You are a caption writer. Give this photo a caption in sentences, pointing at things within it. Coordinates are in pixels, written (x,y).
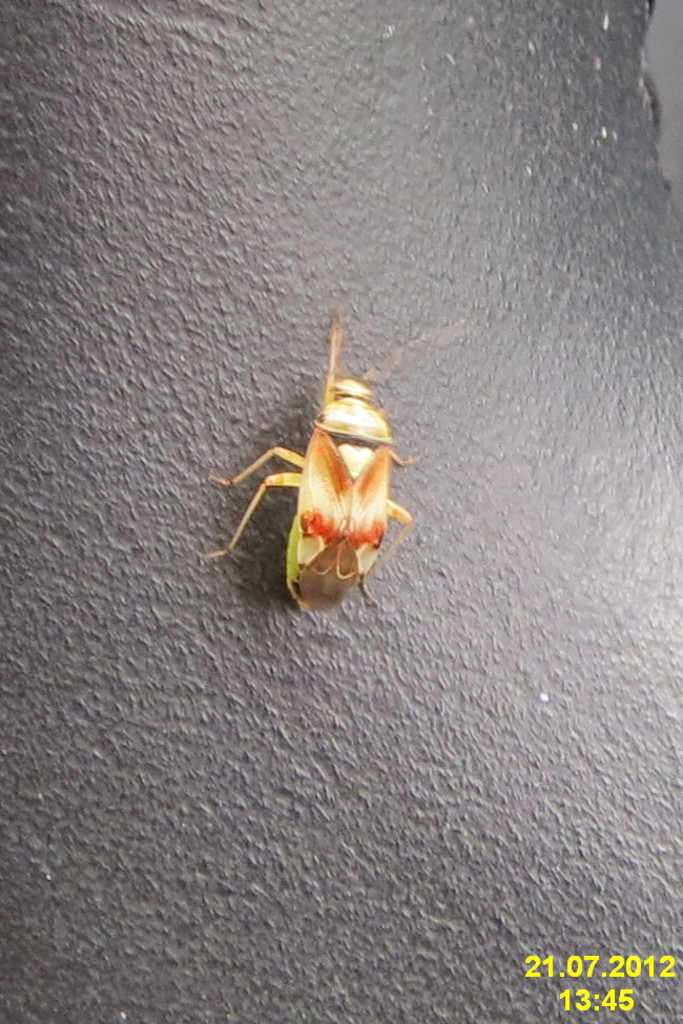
In this image I can see an insect (339,494) on an object (217,855). And in the bottom right corner of the image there is a watermark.
